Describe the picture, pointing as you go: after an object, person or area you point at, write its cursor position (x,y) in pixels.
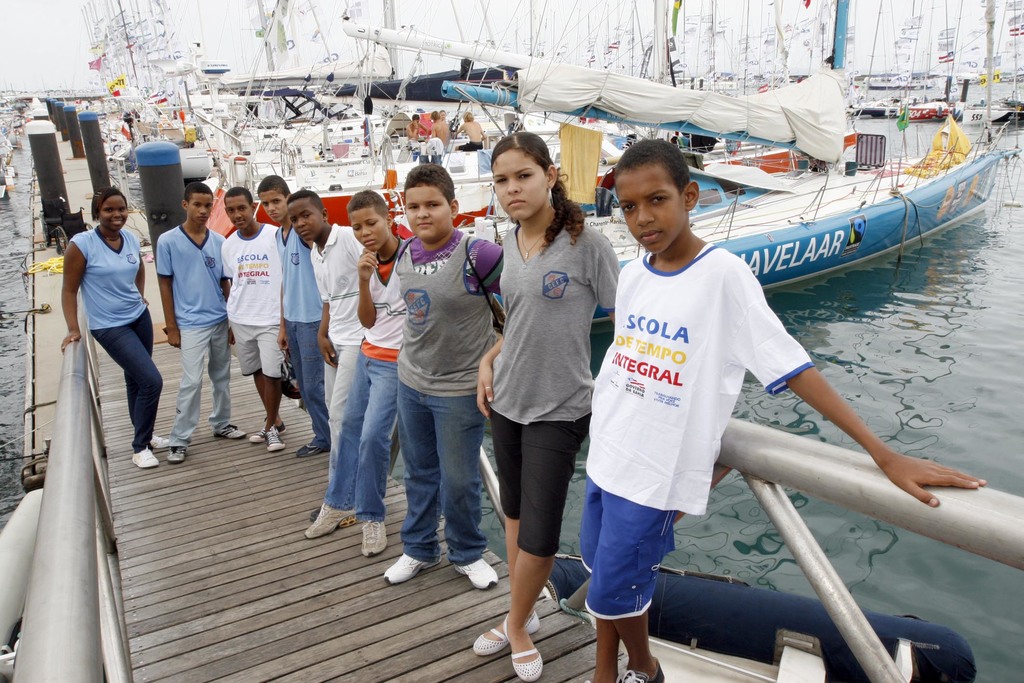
In the center of the image (660,339) we can see some people (373,343) are standing on the bridge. In the background of the image (701,216) we can see the poles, boats (434,35) are present on the water (891,278). At the top of the image (77,15) we can see the flags (165,33) and sky (602,10). At the bottom of the image (451,607) we see the floor (372,639) and rods (873,663).
